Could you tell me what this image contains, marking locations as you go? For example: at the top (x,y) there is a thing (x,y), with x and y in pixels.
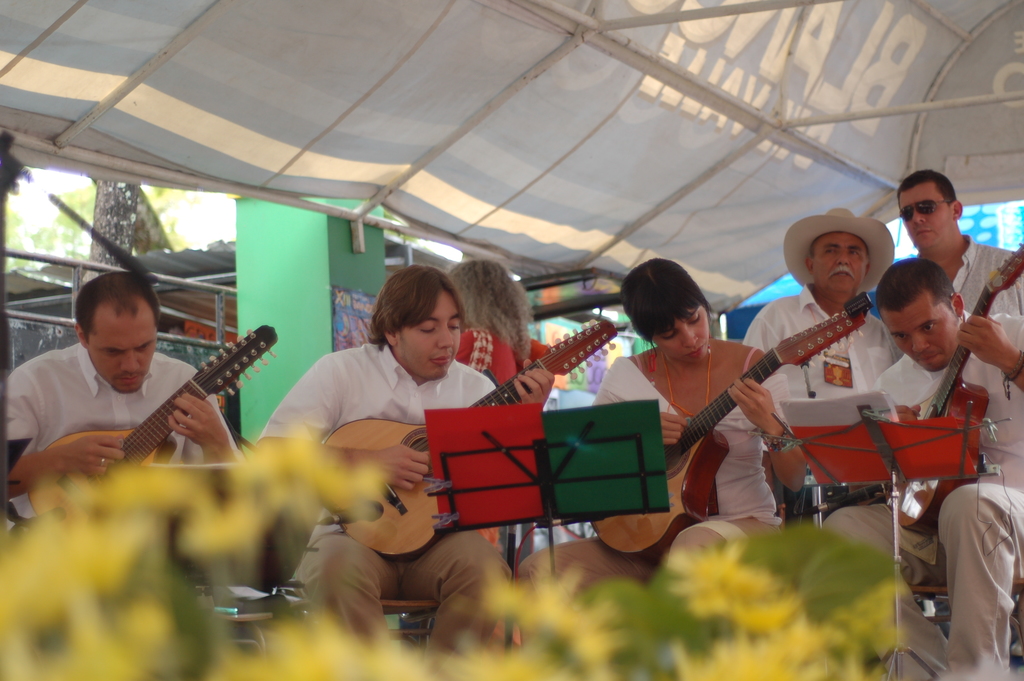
Here we can see a group of people (885,340) playing guitars (959,398) sitting on chairs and there is a tent (481,127) above them.
